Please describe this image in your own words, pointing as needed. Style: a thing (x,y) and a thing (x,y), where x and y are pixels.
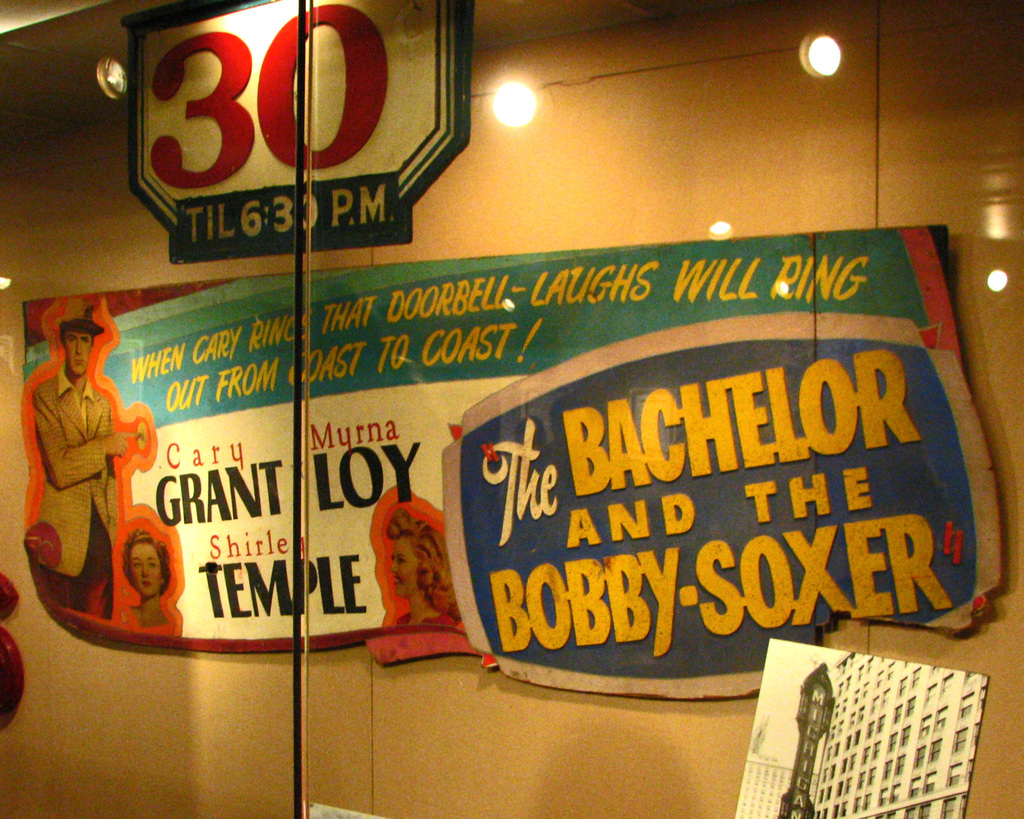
In this picture we can observe a board (609,378) fixed to the wall (106,230). We can observe some text (367,447) on this board (428,396). There are some lights (510,103). In the background (59,212) there is a wall (367,706).
